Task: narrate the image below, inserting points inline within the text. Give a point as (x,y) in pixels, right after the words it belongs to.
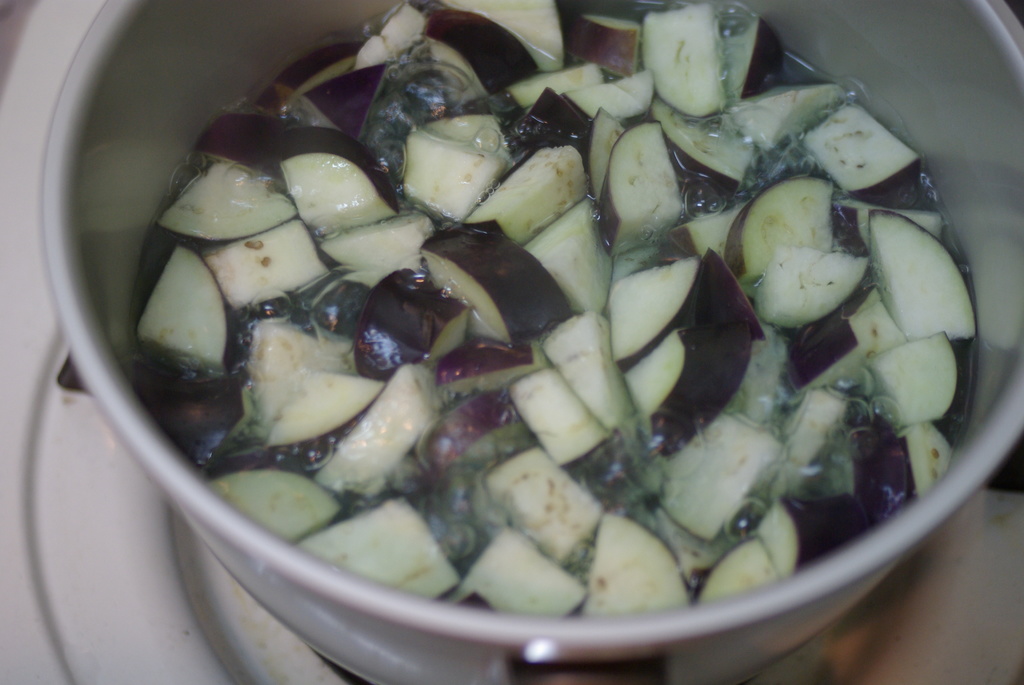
In this image we can see a bowl (704,644) containing some water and pieces of vegetables (543,299) which is placed on the surface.
